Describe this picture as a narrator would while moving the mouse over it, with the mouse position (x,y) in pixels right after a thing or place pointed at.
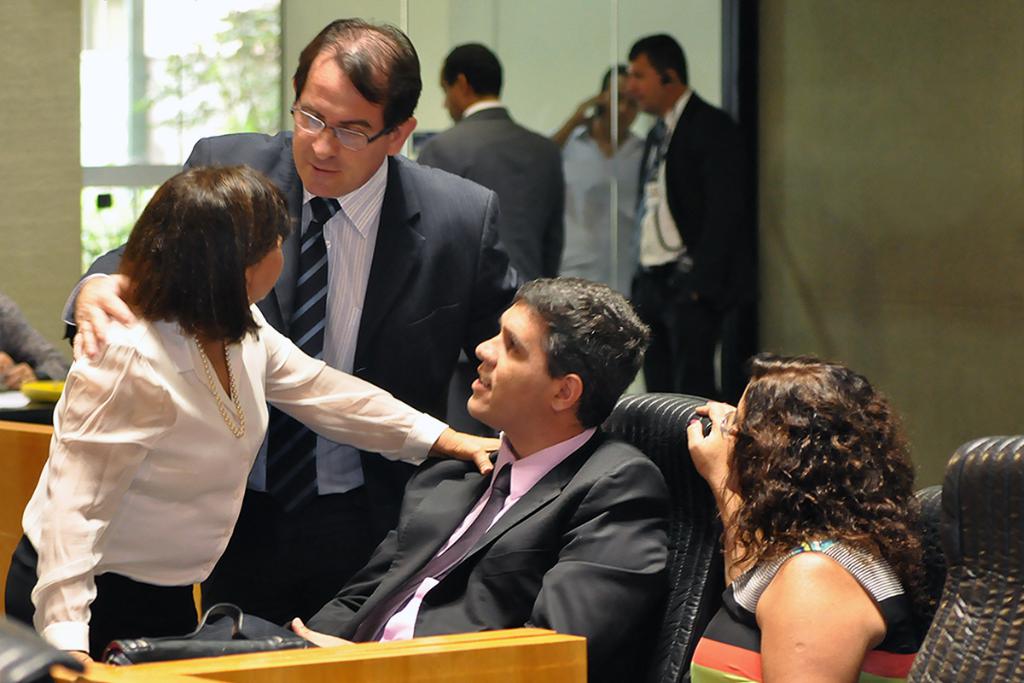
In the picture I can see some persons (472,402) sitting on chairs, some are standing and in the background (534,131) there is a wall (961,71), glass door (675,17).
